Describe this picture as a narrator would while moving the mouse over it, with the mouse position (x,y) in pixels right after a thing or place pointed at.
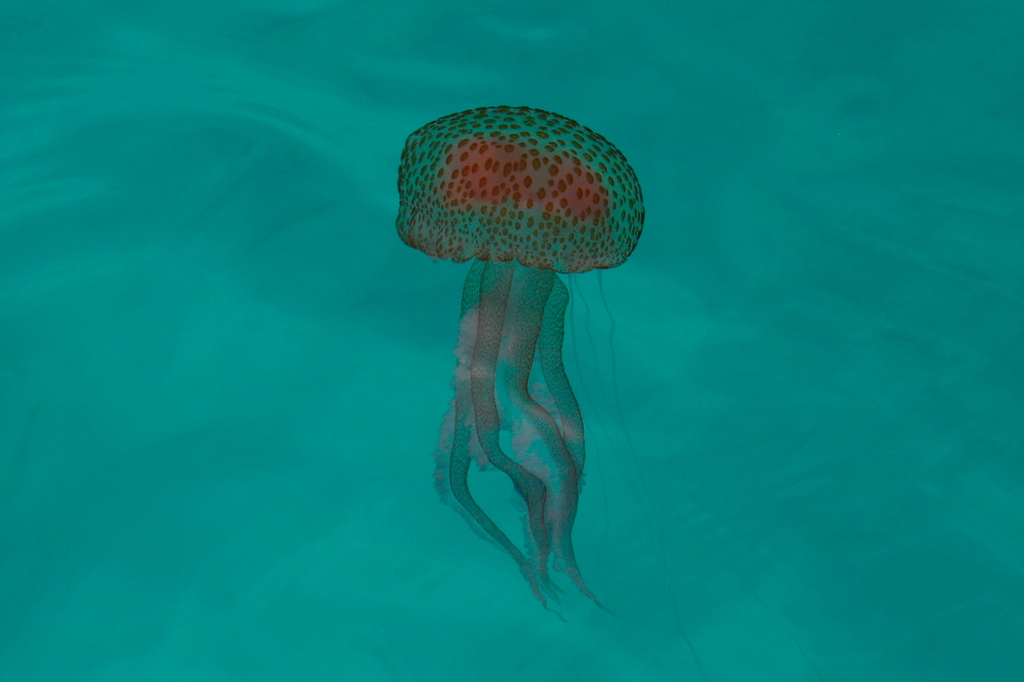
In this image there is a jellyfish (489,251) in the water (396,427).
